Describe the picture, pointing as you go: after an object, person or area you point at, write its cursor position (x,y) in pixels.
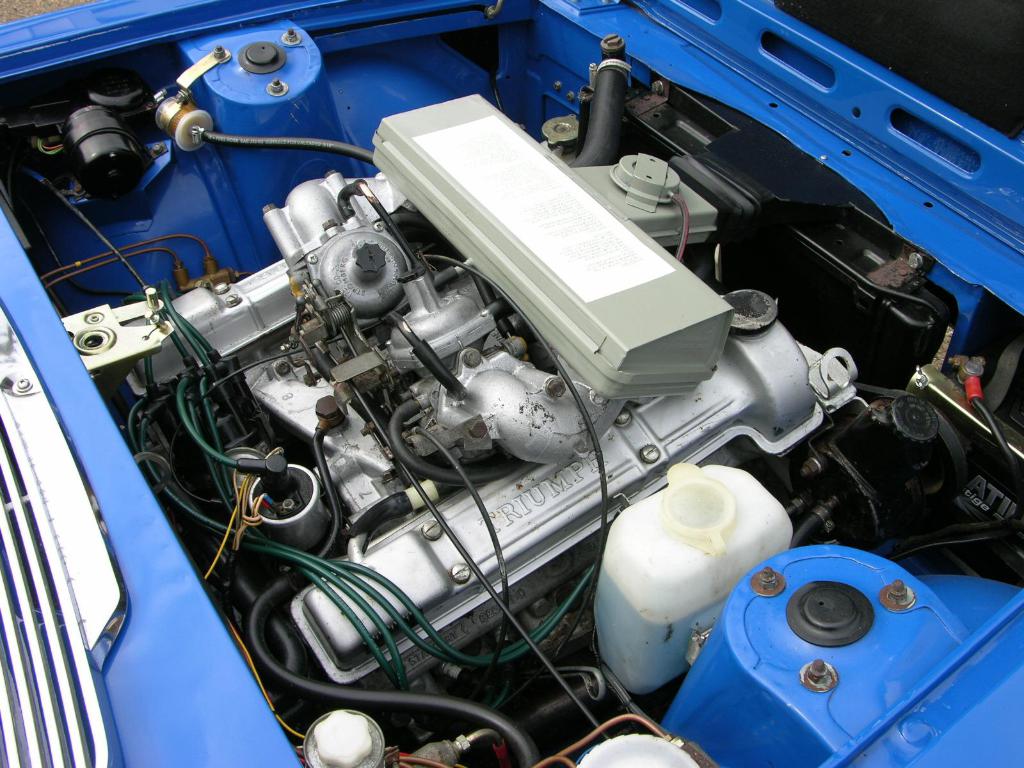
In this image we can see there is a vehicle (346,370) with open hood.
